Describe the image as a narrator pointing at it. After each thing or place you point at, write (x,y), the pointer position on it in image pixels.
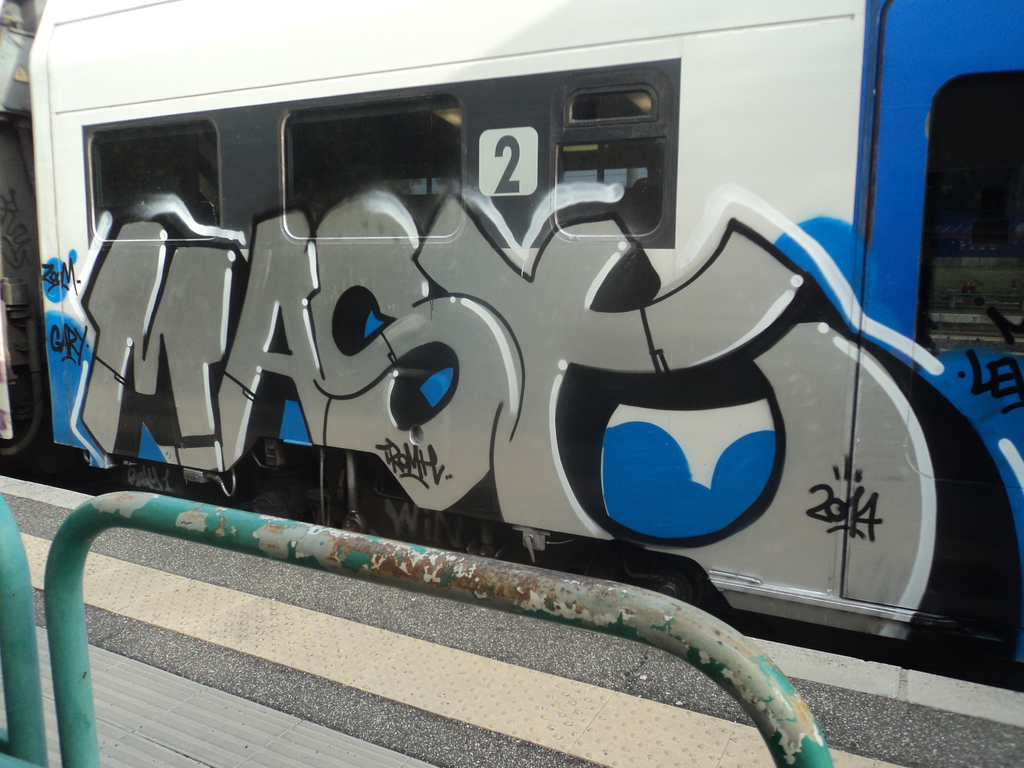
In this image there is a train (540,271) on the railway track (940,668). Beside the train (790,344) there is a platform (636,645). At the bottom (45,579) there are iron poles (680,612). On the train (403,326) there is a painting (624,430).
